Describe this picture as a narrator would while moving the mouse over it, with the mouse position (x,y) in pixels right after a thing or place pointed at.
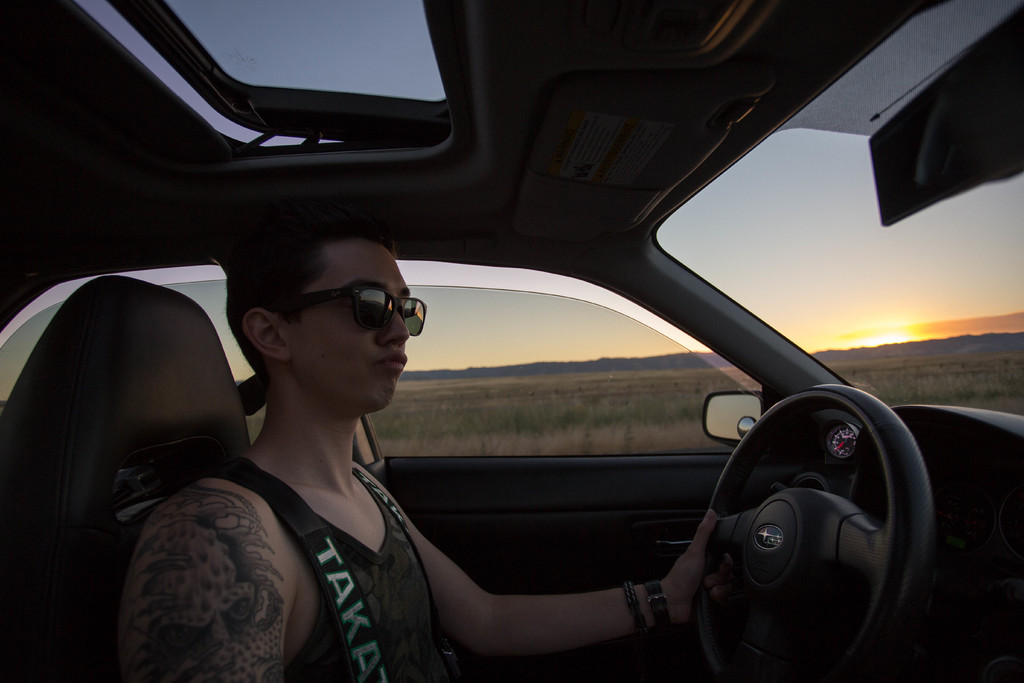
In this picture I can see a man (387,526) is driving the vehicle (593,569), it is an inside part of a vehicle (559,512). In the background (538,329) I can see the sky (575,327), on the right side (850,398) there is a steering (815,386).
